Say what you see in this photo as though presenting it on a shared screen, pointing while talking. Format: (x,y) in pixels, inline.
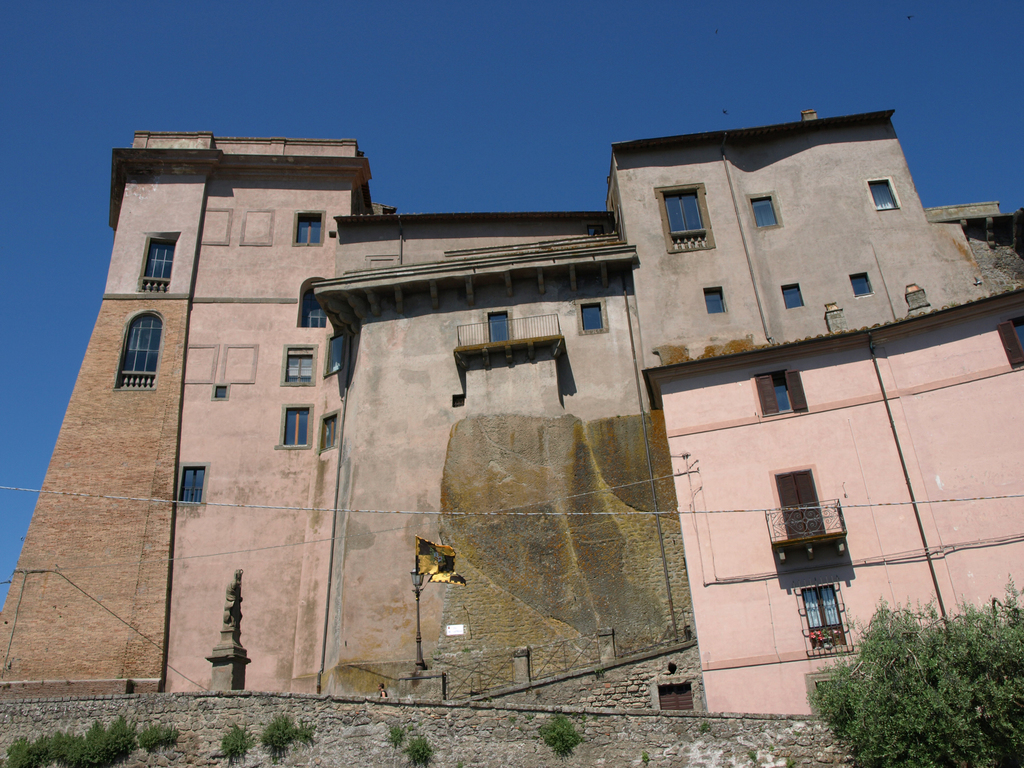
At the bottom of the picture (322,724), we see the shrubs (159,742) and a wall (429,725) which is made up of stones (581,751). In the right bottom (883,682), we see a tree (910,718). Behind the wall (226,711), we see the statue (231,595). In the middle of the picture (412,307), we see the buildings (550,328) in brown, pink and grey color. Beside that, we see poles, light pole (420,659) and wires (407,511). At the top (452,107), we see the sky (528,140), which is blue in color.
